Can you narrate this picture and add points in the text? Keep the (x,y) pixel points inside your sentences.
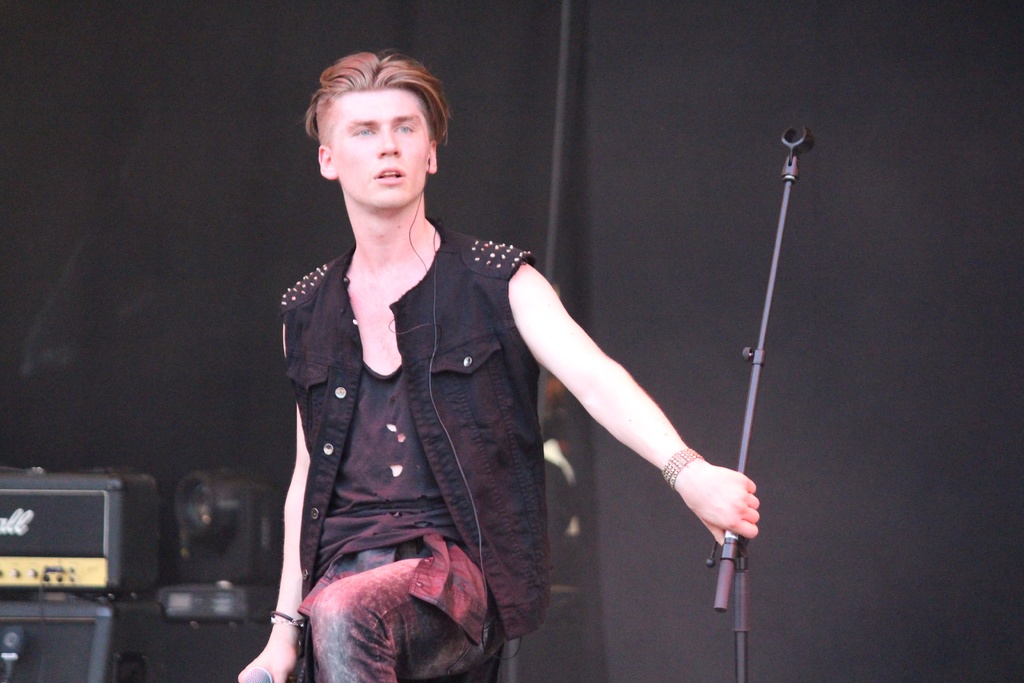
In this image there is a man (328,353) standing and holding the mic stand (744,464). At the background (217,523) there is light (217,537) and speaker (43,501).
